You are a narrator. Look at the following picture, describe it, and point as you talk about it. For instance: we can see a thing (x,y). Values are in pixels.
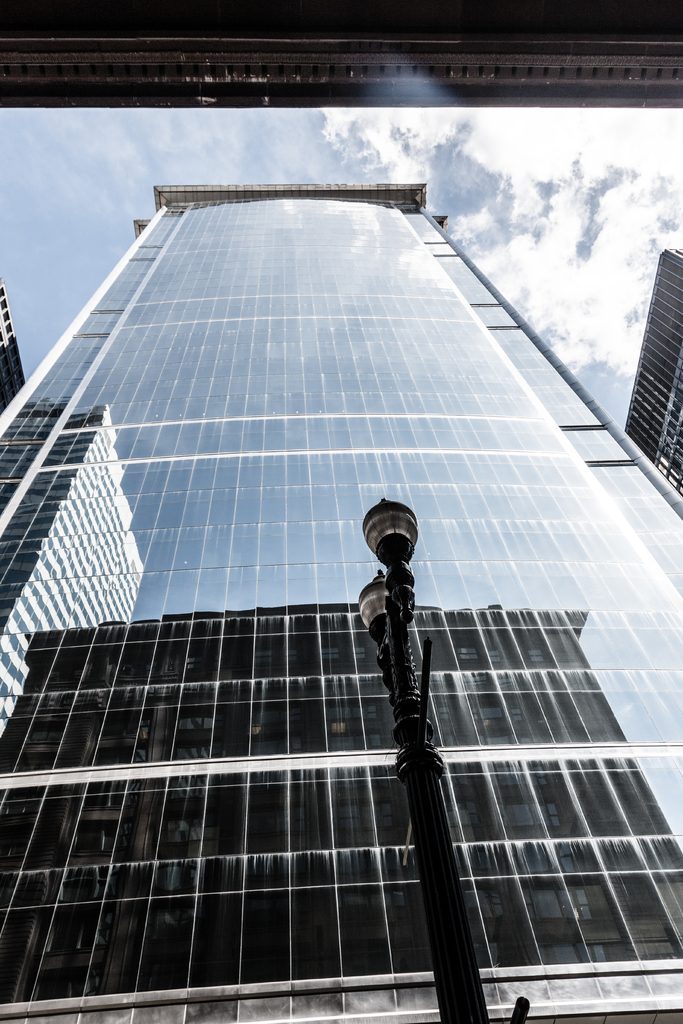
In this picture I can observe a building (223,592). On the right side (460,1014) there is a pole (409,669). In the background (68,250) there is sky (393,146).
